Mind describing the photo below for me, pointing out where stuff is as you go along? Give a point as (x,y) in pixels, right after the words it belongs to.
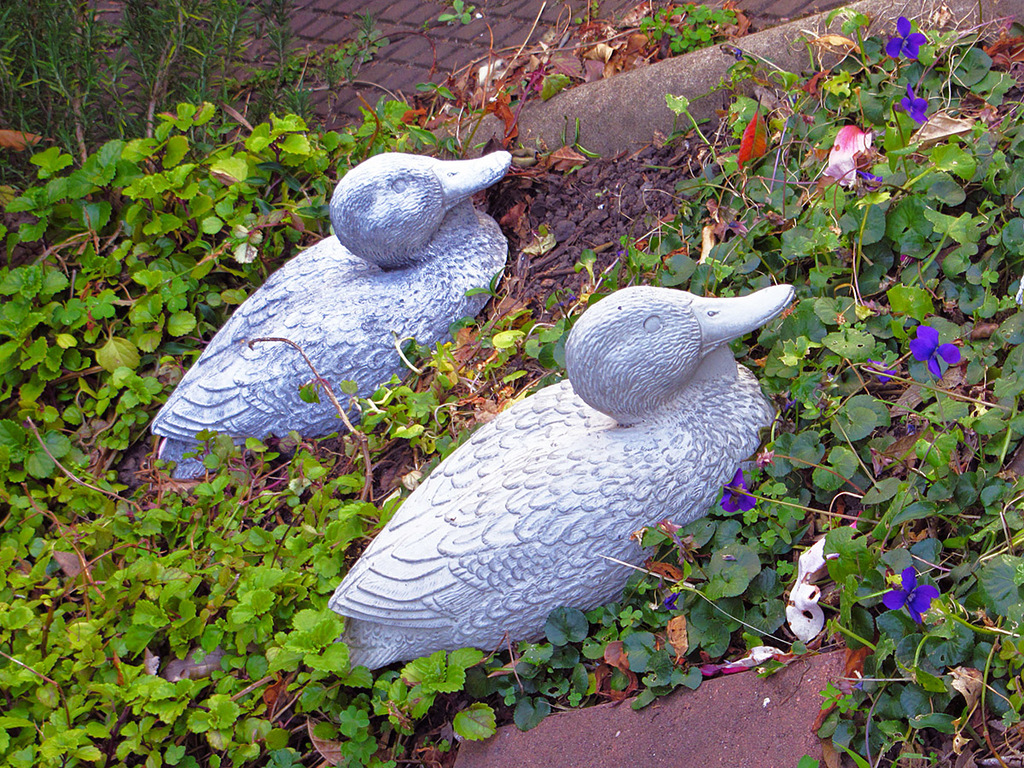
In this image we can see two sculptures (407,228) on the ground (316,34). In the background (939,191), we can see some plants (278,230).
